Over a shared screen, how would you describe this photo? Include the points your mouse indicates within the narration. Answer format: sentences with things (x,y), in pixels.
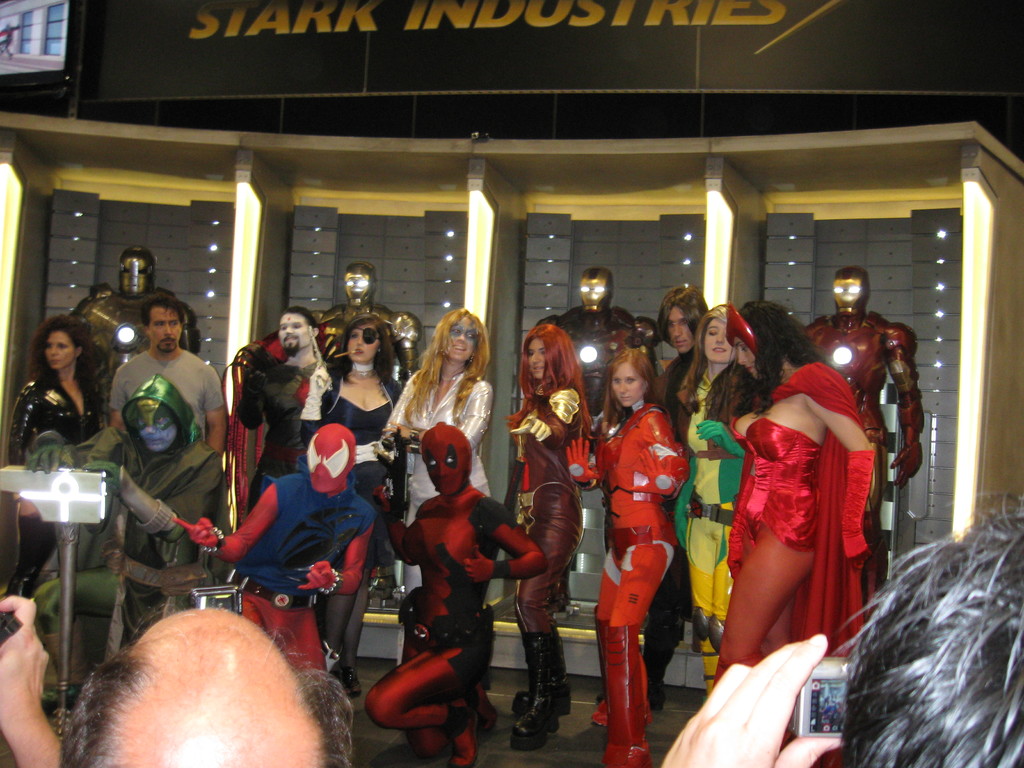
In this image there are persons (562,510) wearing different types of costumes (779,504). In the background (204,350) there are metal objects (361,306) and there is a board (315,58) with some text (333,27) written on it.
